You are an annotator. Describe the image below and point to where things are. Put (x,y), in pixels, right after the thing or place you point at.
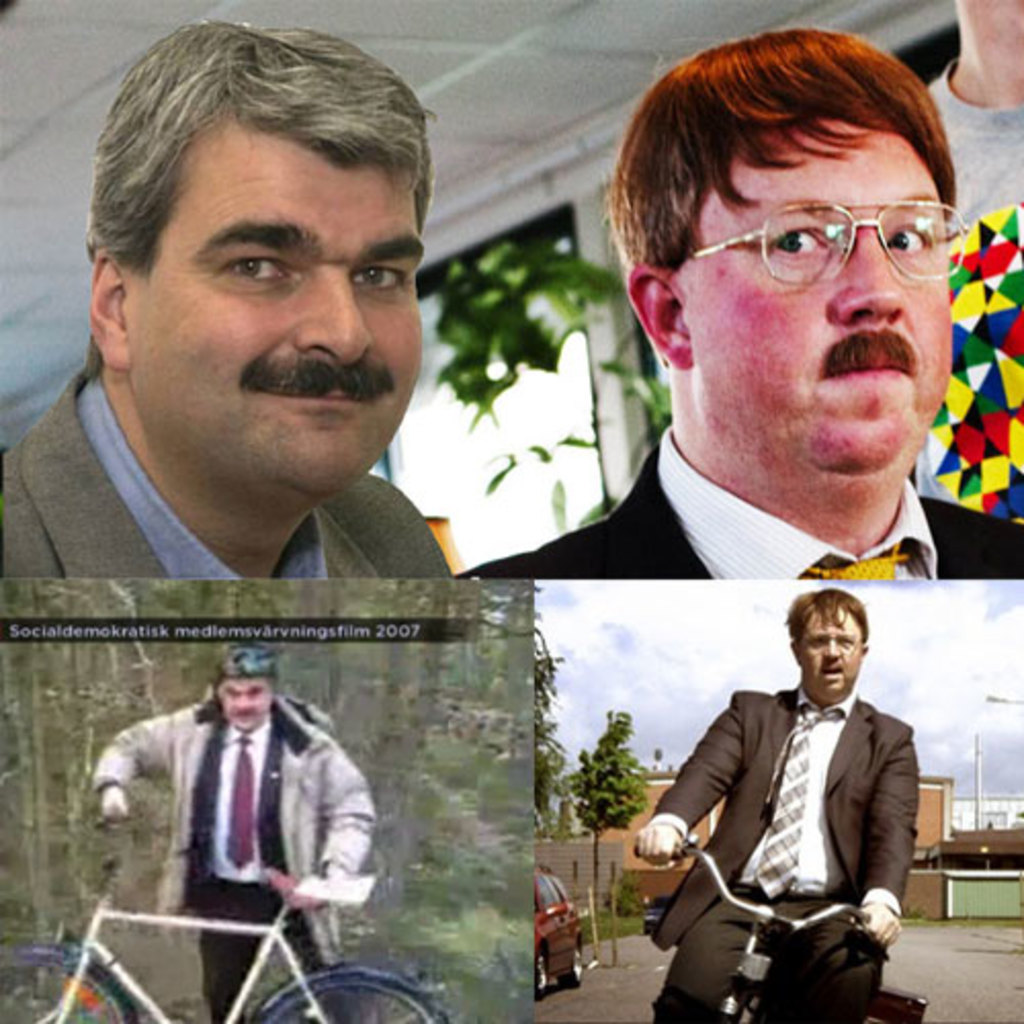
This is a collage picture. On the top (808,303) we can see two men (655,517). At the right side (824,701) we can see one man (831,819) riding a bicycle (707,853), here on the background (985,674) we can see sky (655,709), trees (630,753). This is a car (577,933). Here at the left side (207,889) we can see one man (311,834) standing in front of a bicycle (300,971). On the background (346,680) we can see trees (359,708).
